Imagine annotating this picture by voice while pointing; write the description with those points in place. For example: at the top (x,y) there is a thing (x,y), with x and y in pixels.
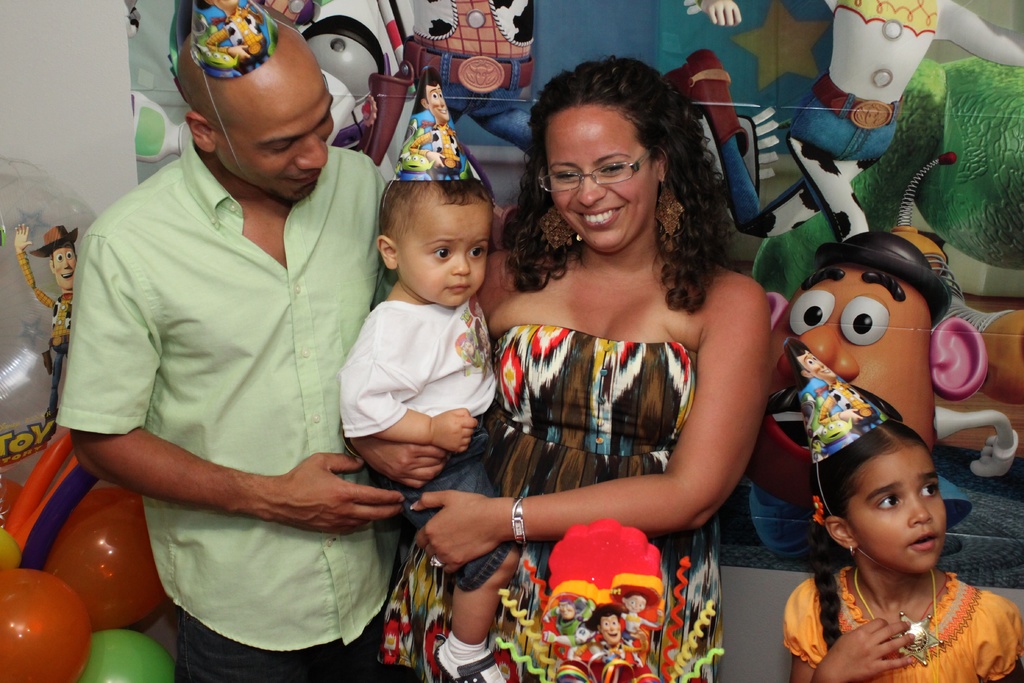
In this image there is a man (186,379) standing, he is wearing a cap (248,67), there is a woman (536,299) standing, there is a girl (906,665) towards the bottom of the image (921,525), she is wearing a cap (820,423), there is a boy (469,418), he is wearing a cap (465,171), there are balloons (96,584) towards the bottom of the image (51,509), there is an object (56,389) towards the left of the image (46,320), at the background of the image (59,113) there is a wall (54,99), there is an object (442,46) on the wall (62,69).
